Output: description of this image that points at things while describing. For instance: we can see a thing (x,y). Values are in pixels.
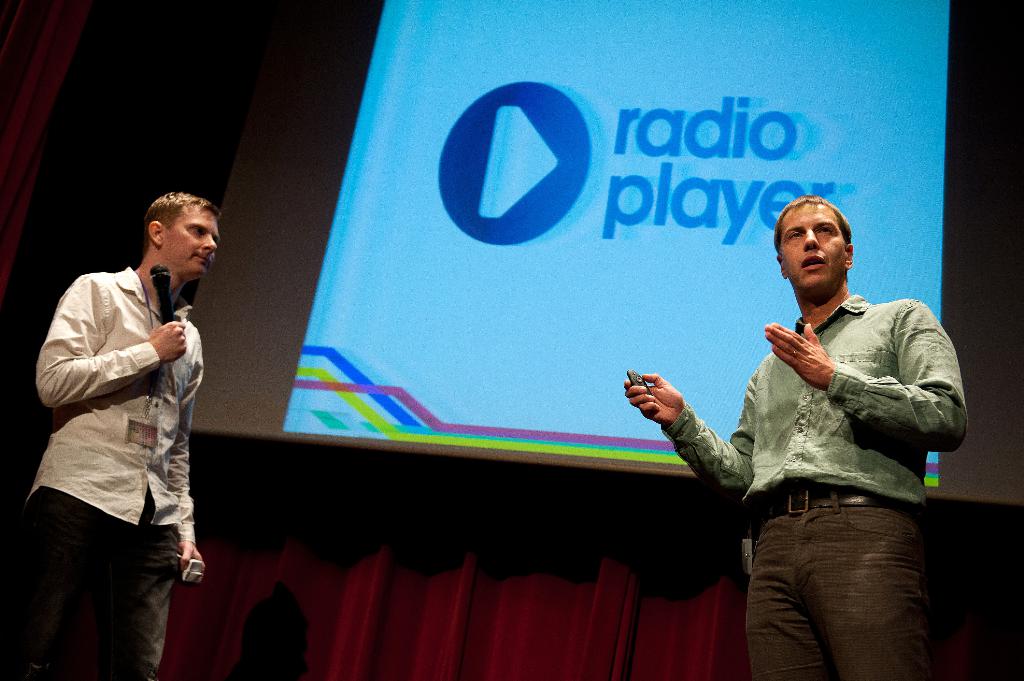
In this image I see 2 men (40,637), in which this man (178,265) is holding a mic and this man (694,416) is holding a thing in his hand (636,402). In the background (614,374) I see the screen (988,456).
